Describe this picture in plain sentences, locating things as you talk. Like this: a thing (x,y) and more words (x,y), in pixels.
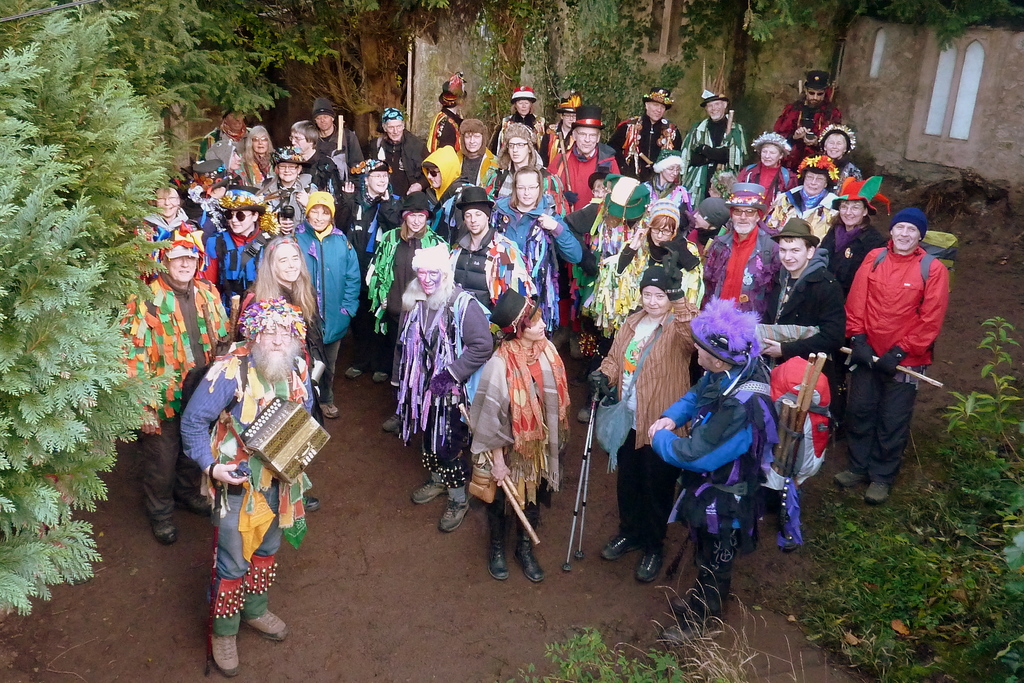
In the image we can see there are many people (452,280) standing, they are wearing clothes (520,249) and shoes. Some of them are wearing hats (466,212) and goggles (240,215). This is a stand (584,513), musical instrument (291,447), stick (793,406), stand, soil (472,593), plant (905,601), trees (319,64) and a building (797,79). This person (911,279) is carrying a bag (885,252) on his back (910,302).
